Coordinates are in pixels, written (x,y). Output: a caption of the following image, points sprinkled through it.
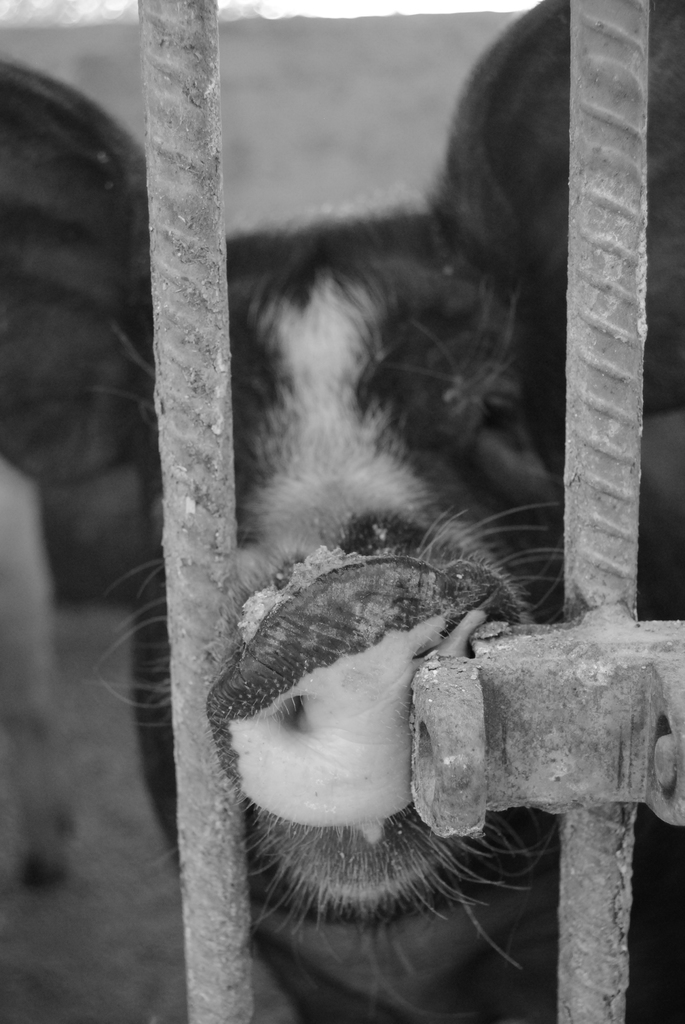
In this image in the front (197,446) there are metal rods (523,756). In the center (442,432) there is an animal (444,403). In the background (300,82) there is a wall (307,107).
